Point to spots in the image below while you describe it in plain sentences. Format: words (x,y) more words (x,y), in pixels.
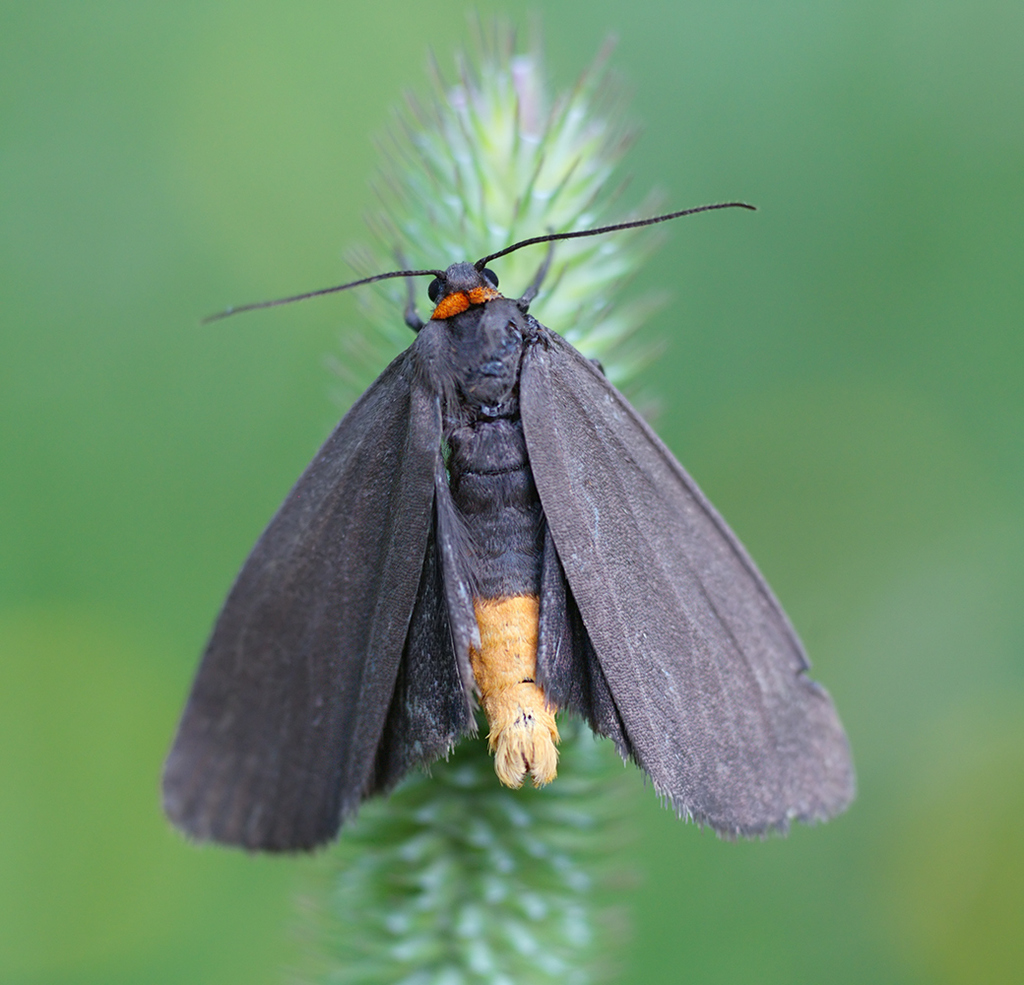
There is a moth (498,455) having gray color wings (449,568), standing in the flowers (551,213) of a plant (447,186). And the background is blurred.
